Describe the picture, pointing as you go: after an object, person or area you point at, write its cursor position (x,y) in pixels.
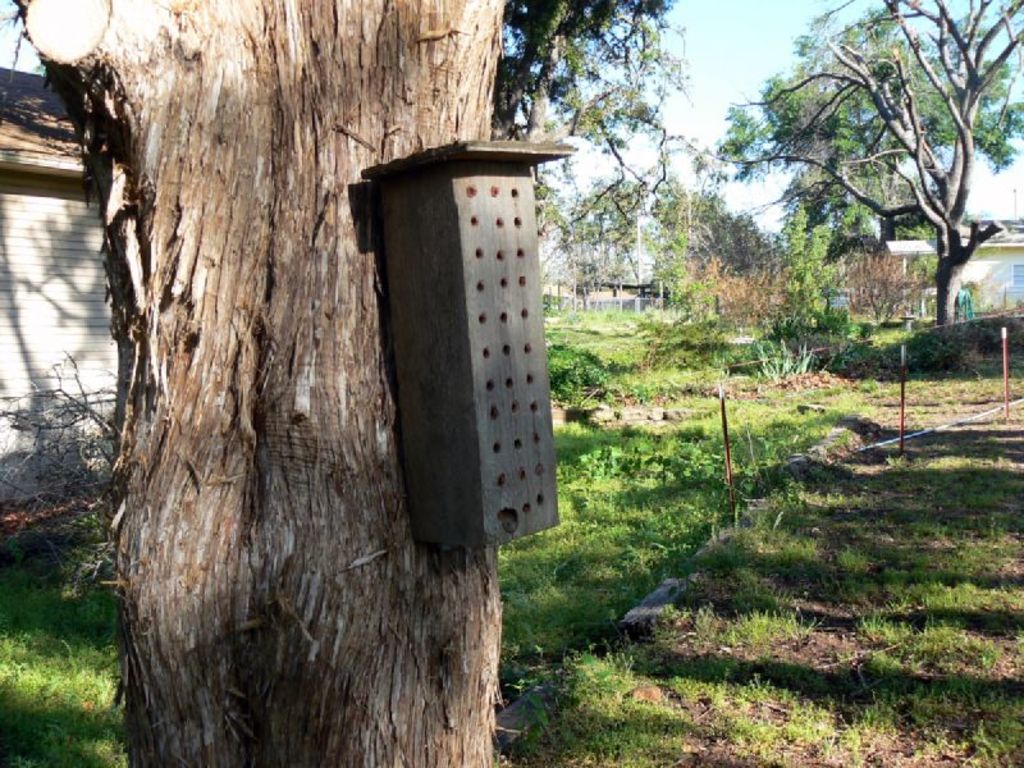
On the left side of the image (223,233) we can see tree (302,302), shutter (52,281), box (432,221) are there. On the right side of the image (821,273) we can see house (1000,289), rods (900,359), trees (800,244) are there. At the bottom of the image (796,666) ground (837,590) is there. In the middle of the image (660,484) grass (634,438) is there. At the top of the image (691,68) sky (667,87) is there.
